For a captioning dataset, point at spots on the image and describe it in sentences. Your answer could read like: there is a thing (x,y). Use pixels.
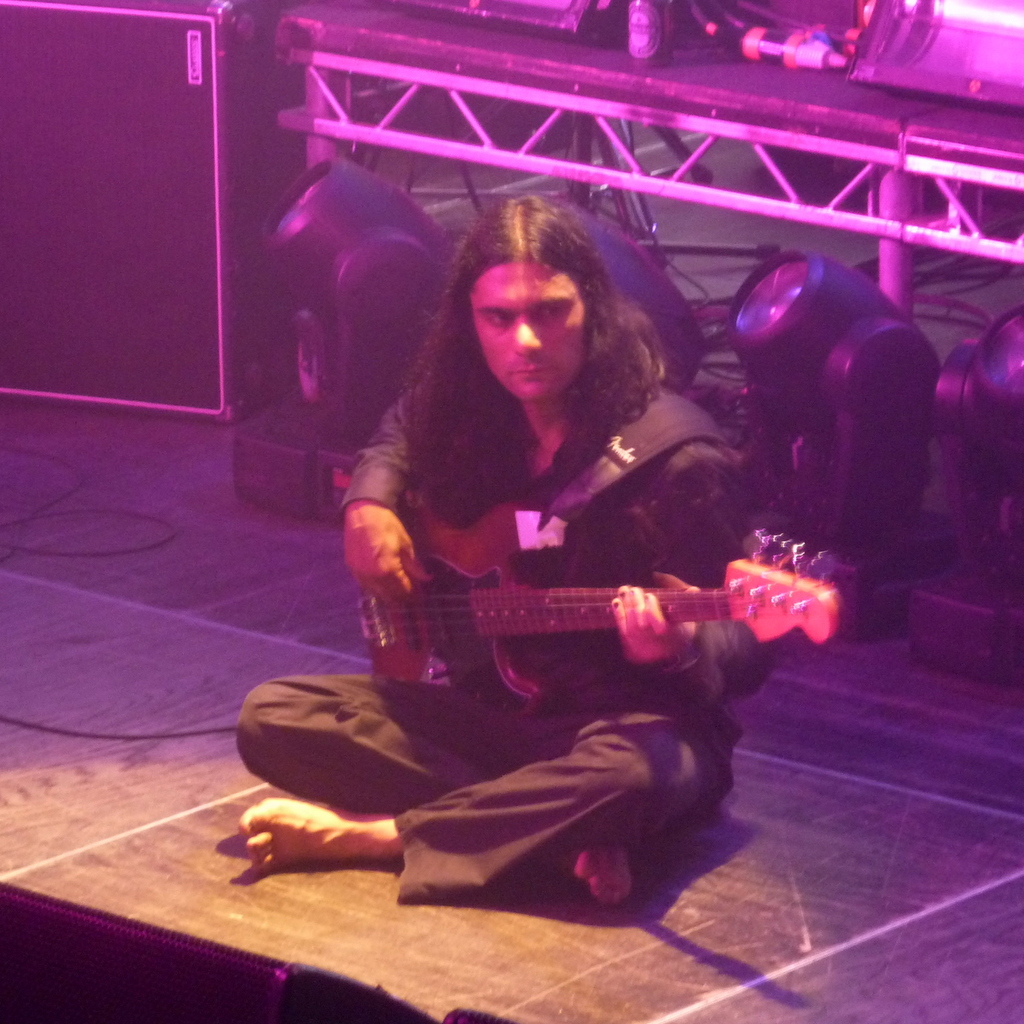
There is a man (565,466) with long hair (585,409) sitting on the stage (196,825) and holding guitar (543,589). In the background (598,133) there are poles (780,180), lights (822,345) and a box (150,131).
